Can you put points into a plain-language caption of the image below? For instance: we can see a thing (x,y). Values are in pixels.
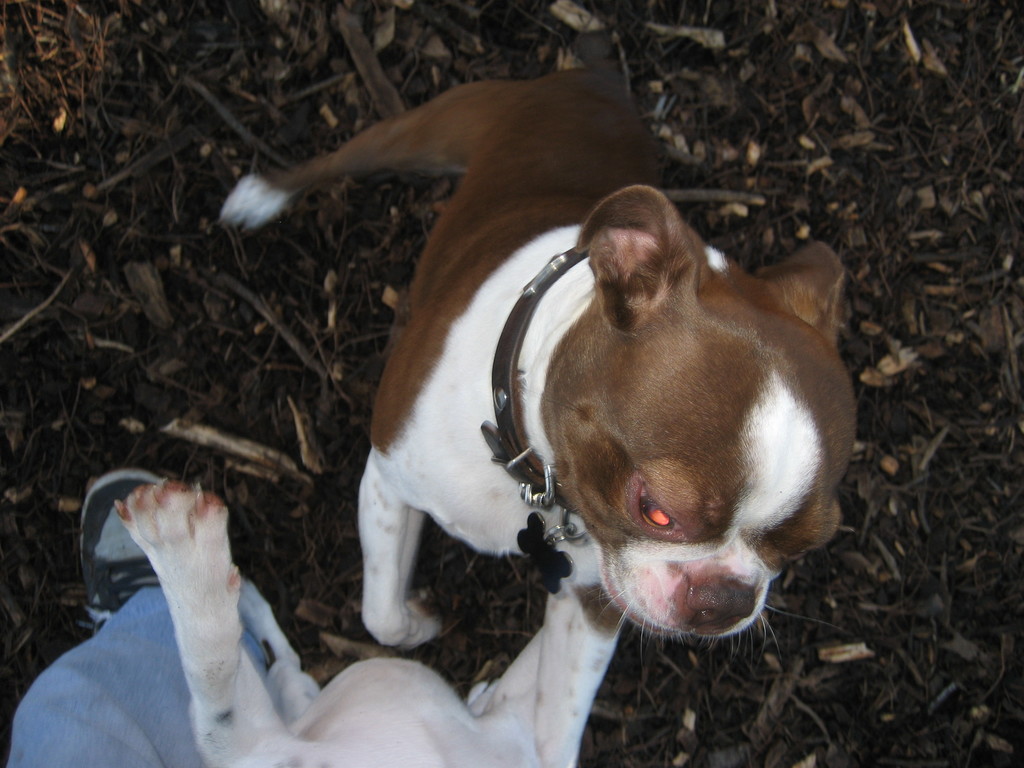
In the image we can see there are dogs (557,107) on the ground (872,735) and there is a person (95,713).
